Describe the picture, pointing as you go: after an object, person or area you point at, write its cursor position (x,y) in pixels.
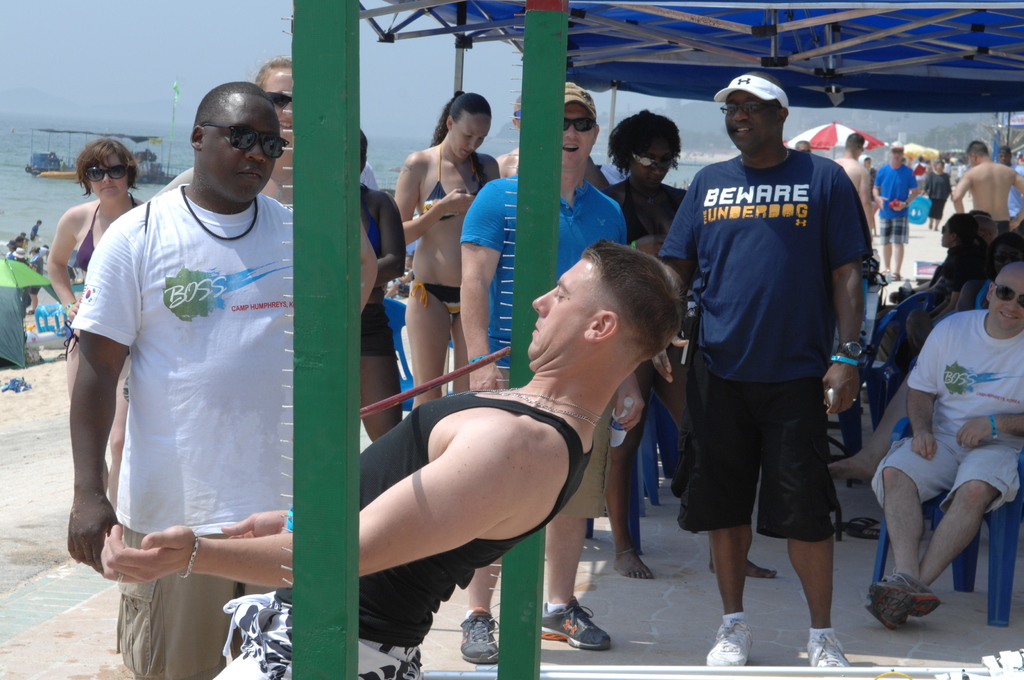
In this image we can see people (600,261) standing and some of them are sitting. In the background (812,141) there is a parasol (845,146), sea (55,197), boat (67,174) and sky (189,61).
